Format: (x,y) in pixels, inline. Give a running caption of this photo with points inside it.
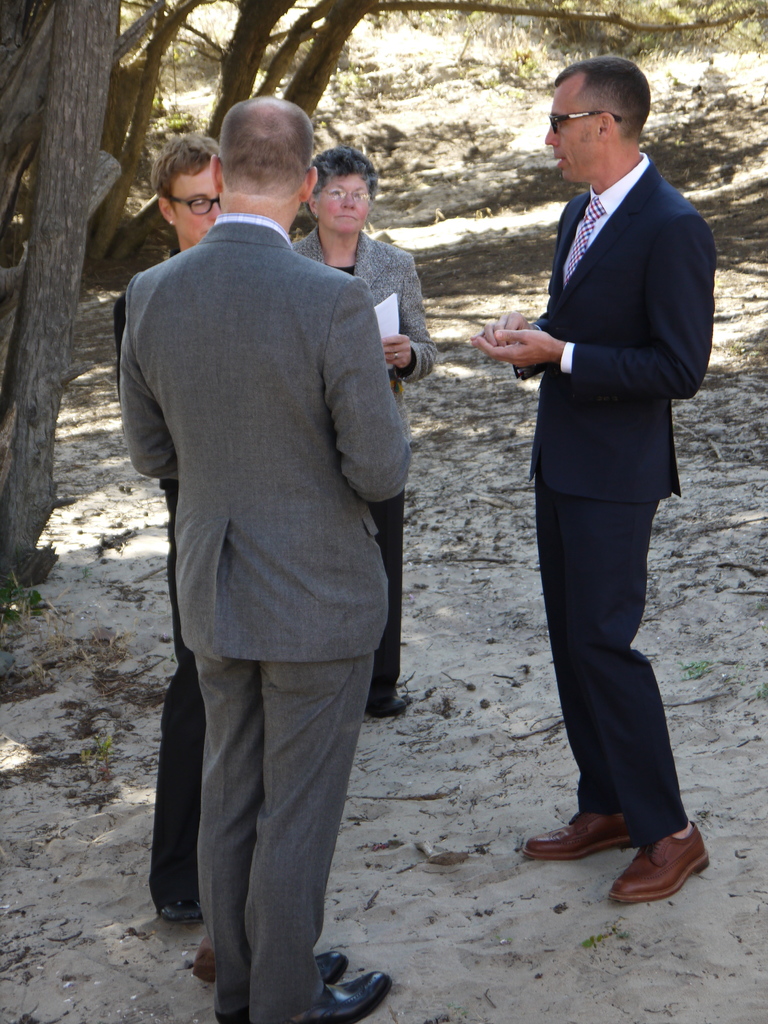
In the image we can see there are people (325,441) standing, wearing clothes (197,382), shoes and some of them are wearing spectacles (200,208). Here we can see sand (638,968), dry leaves (123,685) and tree branches (151,60).
